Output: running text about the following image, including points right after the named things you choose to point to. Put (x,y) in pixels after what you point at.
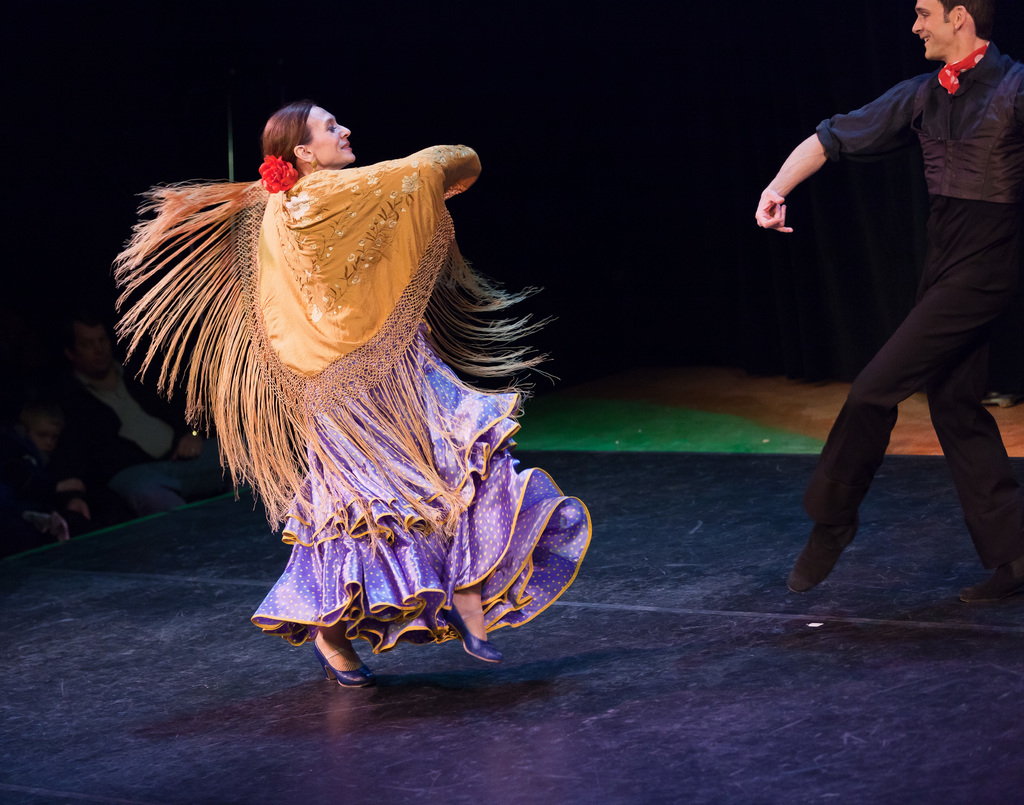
In this picture we can see a man (965,80) and a woman (327,635) dancing on the black floor (253,576). The background (170,57) is dark.
